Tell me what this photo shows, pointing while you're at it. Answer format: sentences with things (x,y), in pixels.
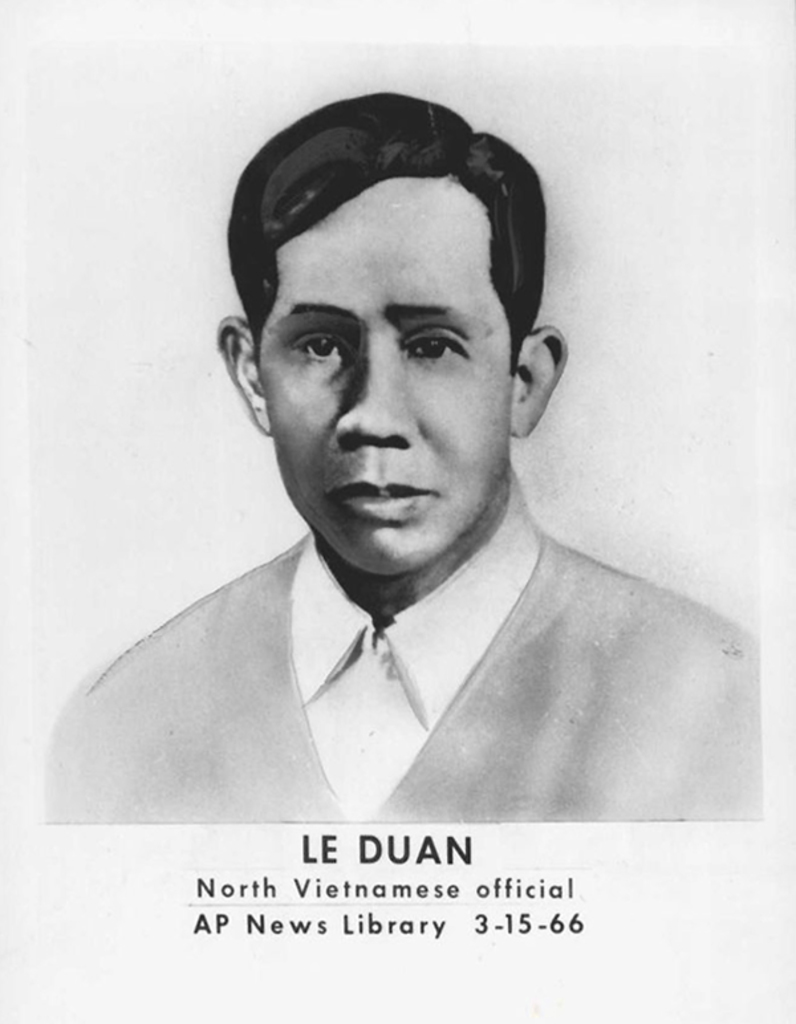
In this image I can see a poster (575,517). A poster (582,601) of a person (582,601). Something is written on the poster (321,833).
